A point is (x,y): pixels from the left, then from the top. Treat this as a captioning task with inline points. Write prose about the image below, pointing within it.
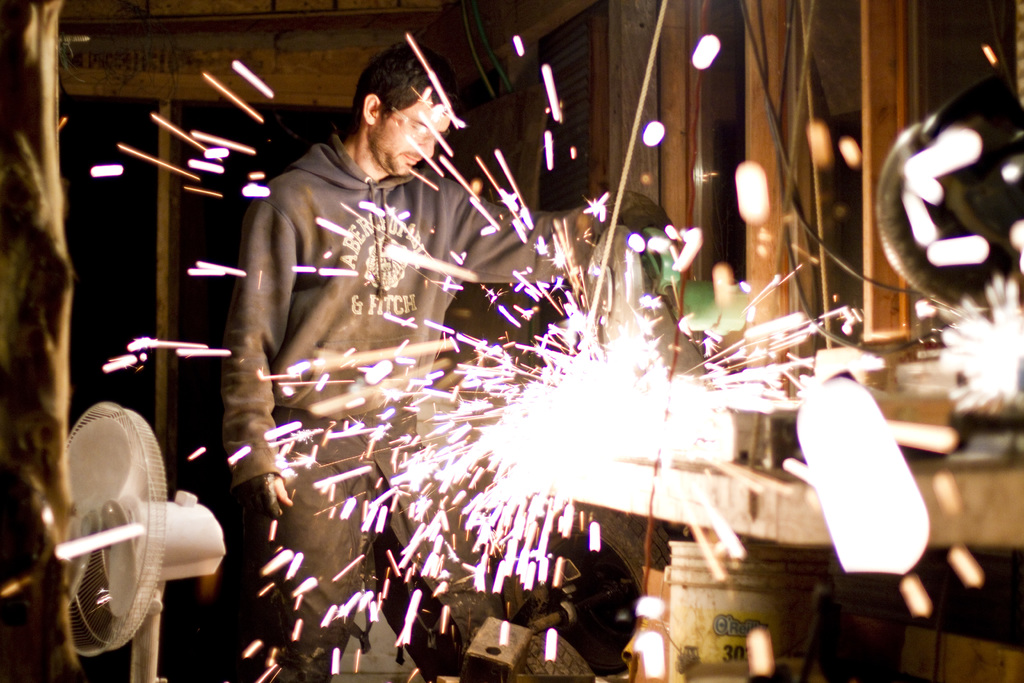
In this picture we can see a man (325,602) wearing a jacket (310,259), spectacle (424,112) and standing, windows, bucket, fan (110,415) and in the background (312,113) it is dark.
